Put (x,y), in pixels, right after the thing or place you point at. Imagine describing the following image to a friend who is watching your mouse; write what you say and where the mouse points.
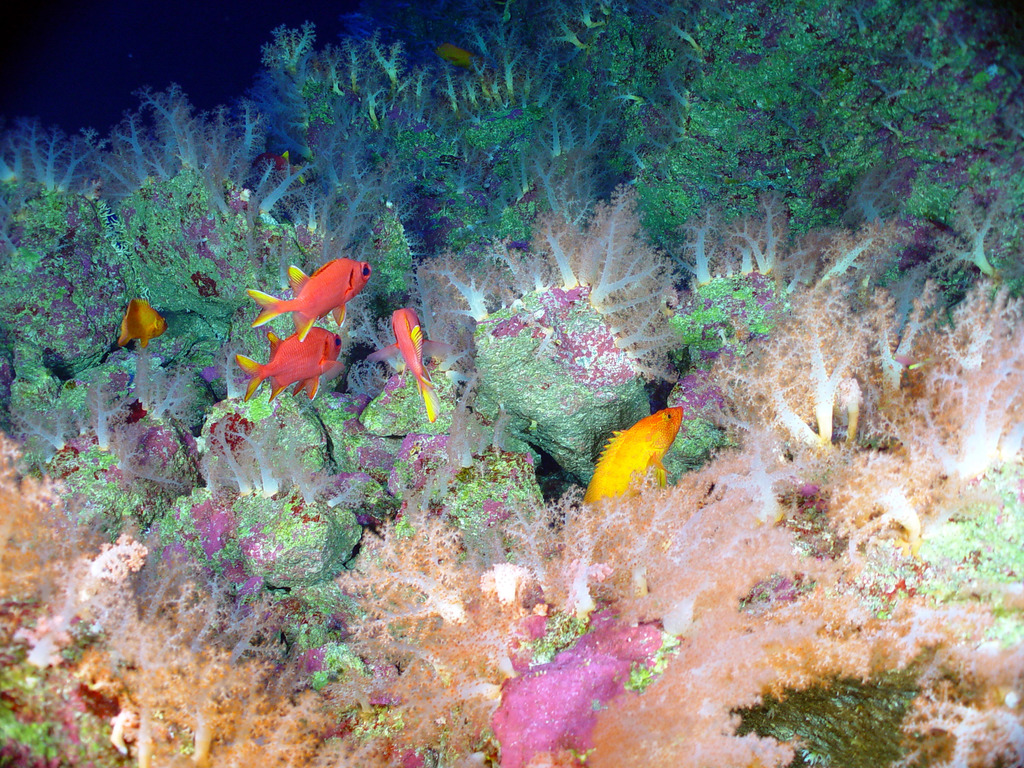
These are the fishes (618,457) moving in the water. This looks like coral plants (390,186), which are under the water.
